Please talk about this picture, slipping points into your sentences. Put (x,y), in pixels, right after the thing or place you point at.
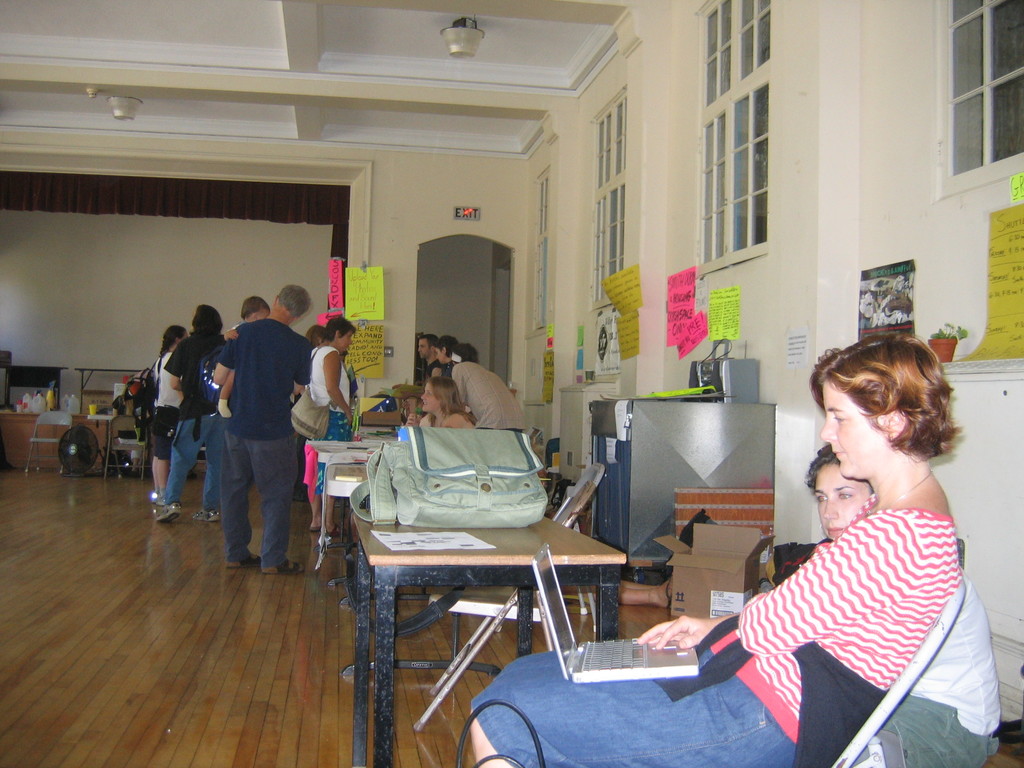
In this image we can see persons (659,635) sitting on the chairs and some are standing on the floor (273,621). In the background (372,453) there are tables (420,561) and on the tables (356,438) there are disposable bottles (61,398), bags (406,463) and stationery (466,536). In the background (681,293) there are papers (893,290) pasted on the walls (939,284), sign boards (469,221) and electric lights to the roof (268,104).
